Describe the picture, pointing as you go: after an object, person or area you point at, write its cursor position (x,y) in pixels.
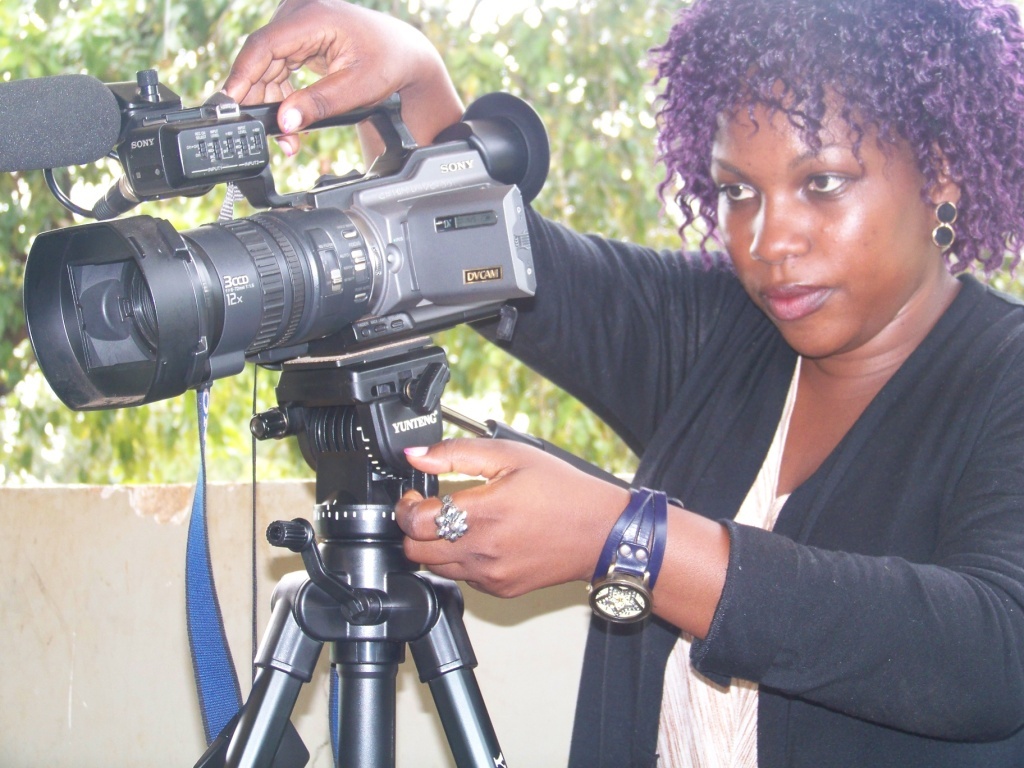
In the background (524,65) we can see the green leaves (66,26). In this picture we can see a woman (807,70) with curly hair (900,98). She wore a ring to her finger (469,528) and a wrist watch (615,531). We can see a camera (476,199) fixed on a tripod stand (339,537). She is holding a camera (355,323).
